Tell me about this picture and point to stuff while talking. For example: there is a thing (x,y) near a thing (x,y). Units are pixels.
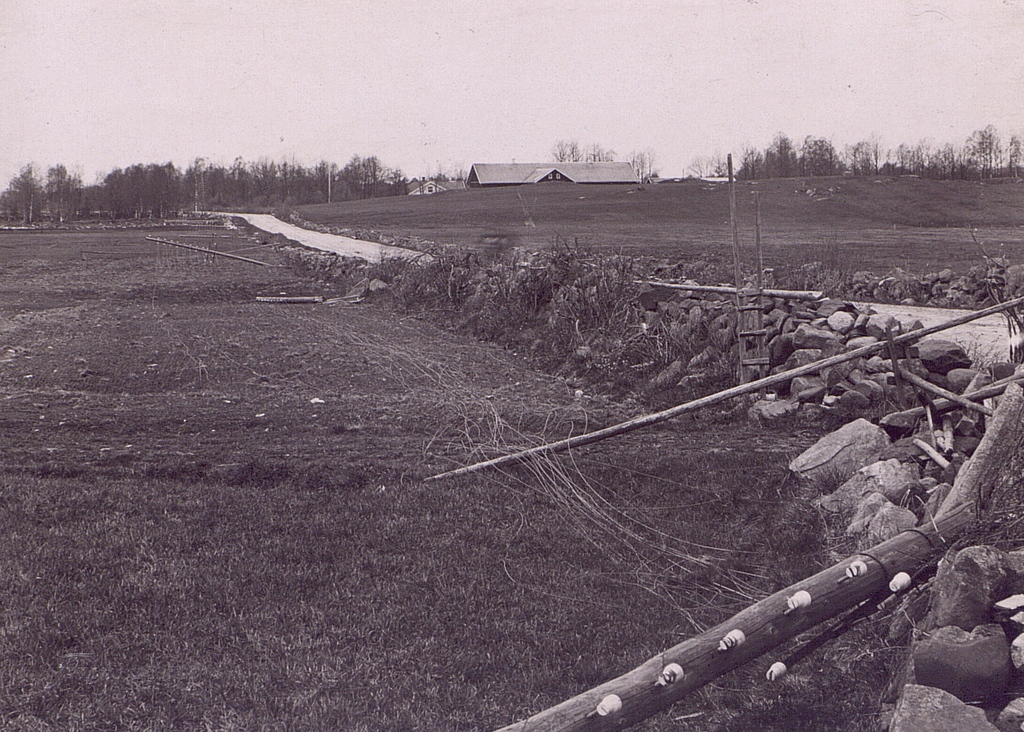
In this picture we can see farmland (223,384). On the right (963,500) we can see plants (512,309), stones (884,285) and wood (940,437). On the background (39,197) we can see a building (608,168) and many trees (114,170). On the top (745,17) there is a sky (389,38).
